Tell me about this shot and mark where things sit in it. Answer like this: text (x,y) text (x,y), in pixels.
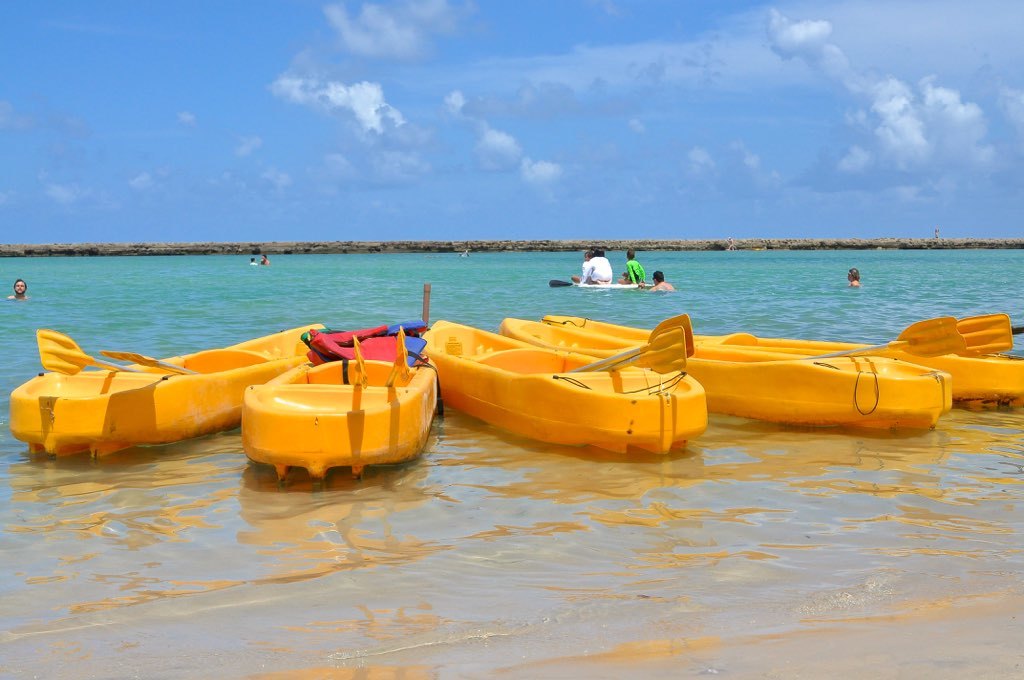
In this image I can see few boats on the water (360,485) and the boats (910,361) are in yellow color. Background (771,262) I can see few people (589,272) sitting on the water surface (682,290) and the sky (510,134) is in blue and white color.
